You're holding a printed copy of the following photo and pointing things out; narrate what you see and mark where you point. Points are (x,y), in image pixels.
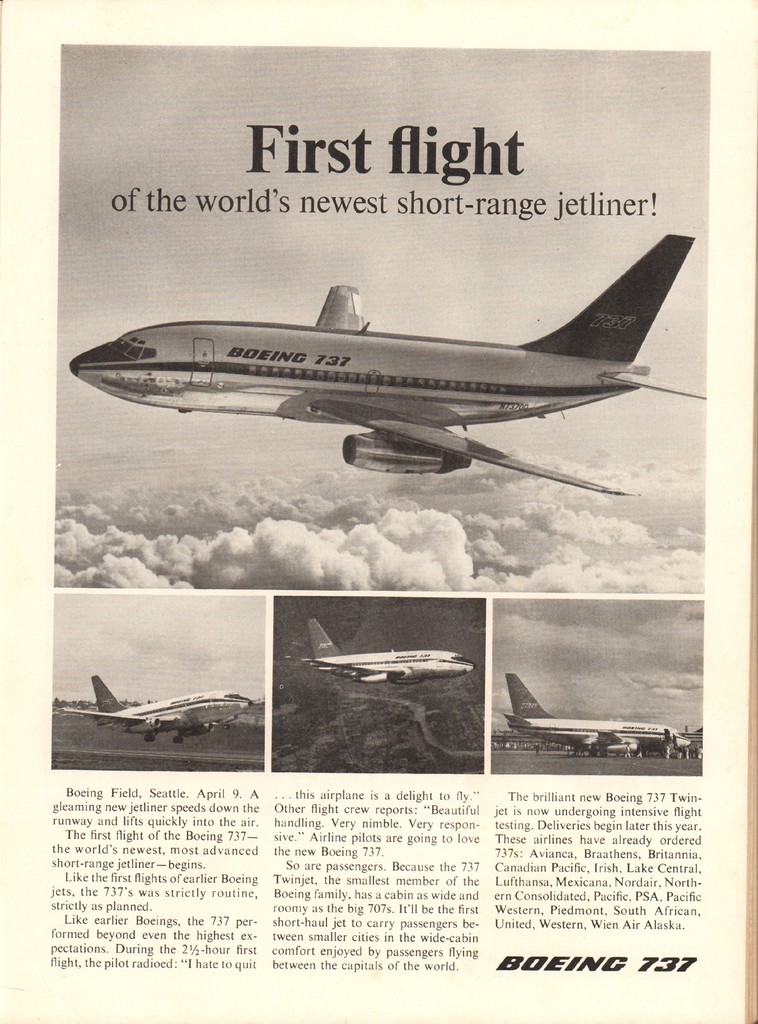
In this picture I can see a paper (545,292), there are photos (527,280) of airplanes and there are words (451,839) and numbers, on the paper (430,421).
